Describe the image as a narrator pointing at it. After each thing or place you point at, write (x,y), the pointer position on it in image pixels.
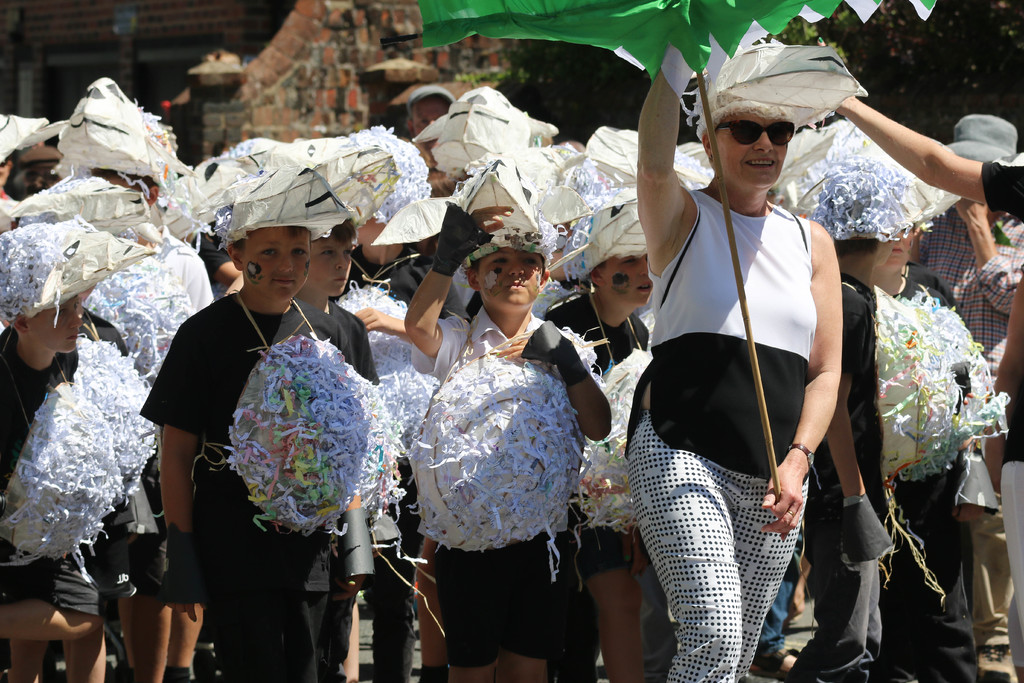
This image is taken outdoors. In the background (431,57) there is a building (156,71) and there is a tree (889,32). In the middle of the image (414,302) many people (273,546) are walking on the ground (802,639) and they are holding the objects (458,454) in their hands (971,225).
